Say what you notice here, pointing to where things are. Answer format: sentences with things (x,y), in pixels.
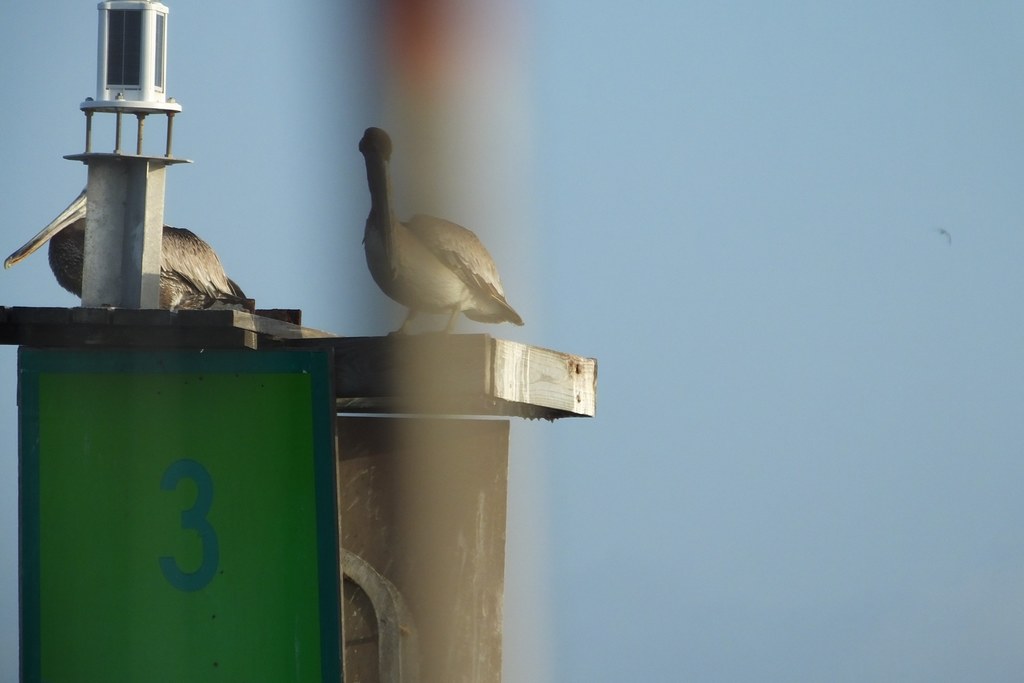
In this image we can able to see two birds (371,227) and an object (139,266) on the surface (219,347), there is a board (279,376) with number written on it, and also we can see the sky (724,220).
